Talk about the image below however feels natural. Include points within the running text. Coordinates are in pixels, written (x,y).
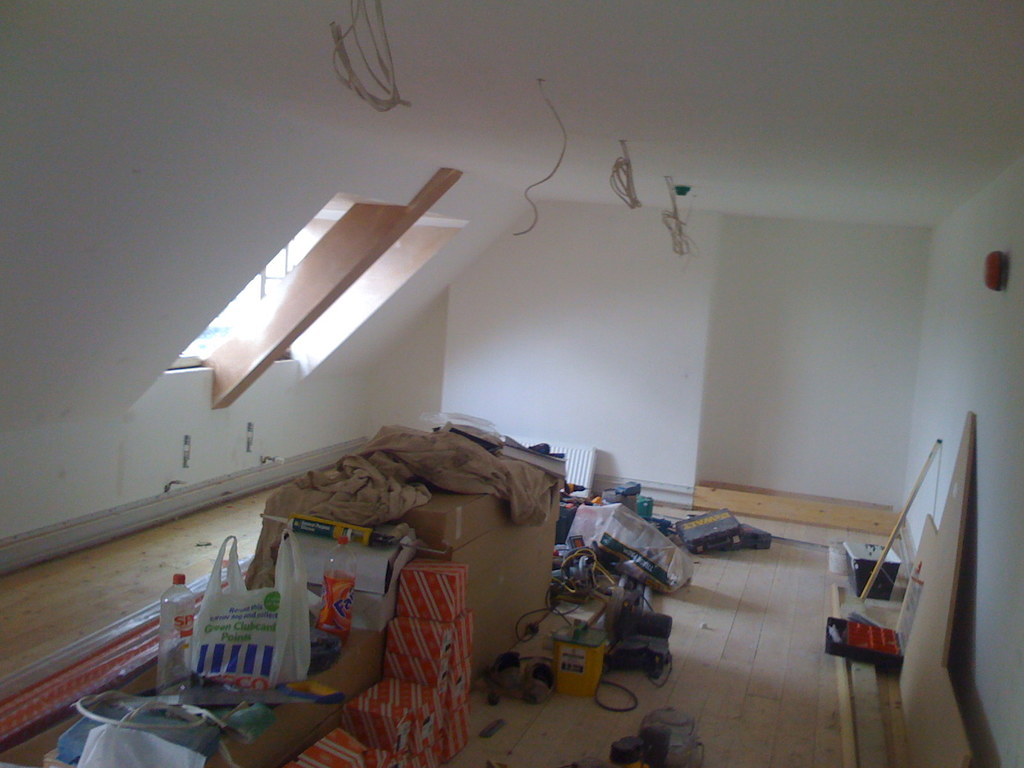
There are cardboard boxes (396,619), cloth (334,467), polythene (287,591), bottle (341,610), wire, tools (598,612) and other things (598,612) in the foreground area of the image (629,592), there is a wooden board (924,619) and some objects (886,644) on the right side (867,625), it seems like wires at the top side (355,84), there is a window (292,360) in the background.
